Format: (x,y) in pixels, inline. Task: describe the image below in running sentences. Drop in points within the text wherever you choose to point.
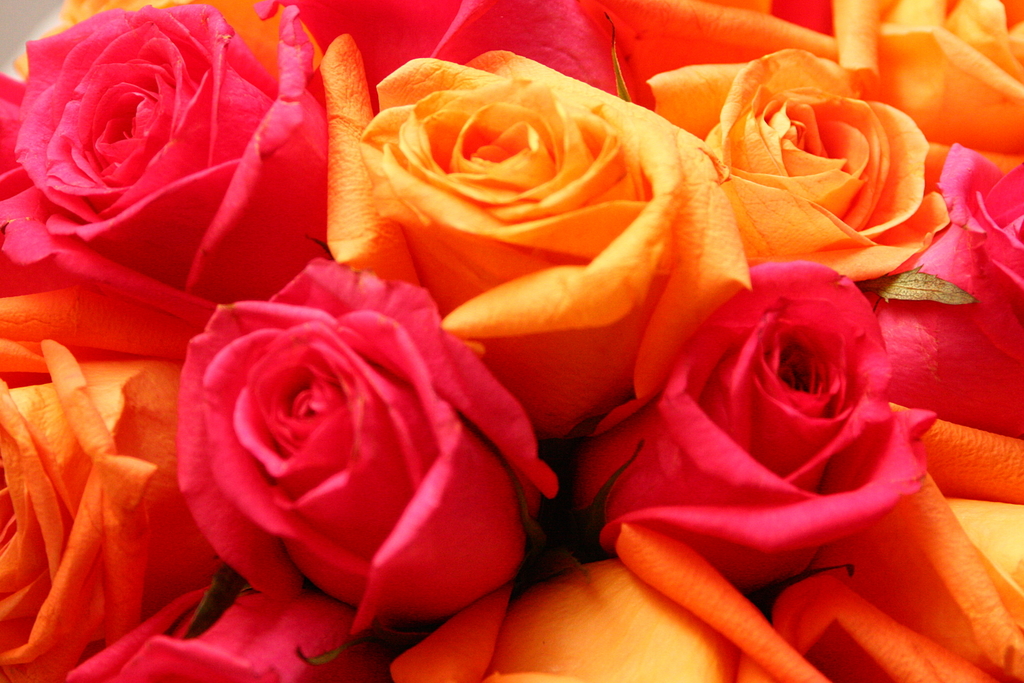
In this image, we can see roses (584,322).
